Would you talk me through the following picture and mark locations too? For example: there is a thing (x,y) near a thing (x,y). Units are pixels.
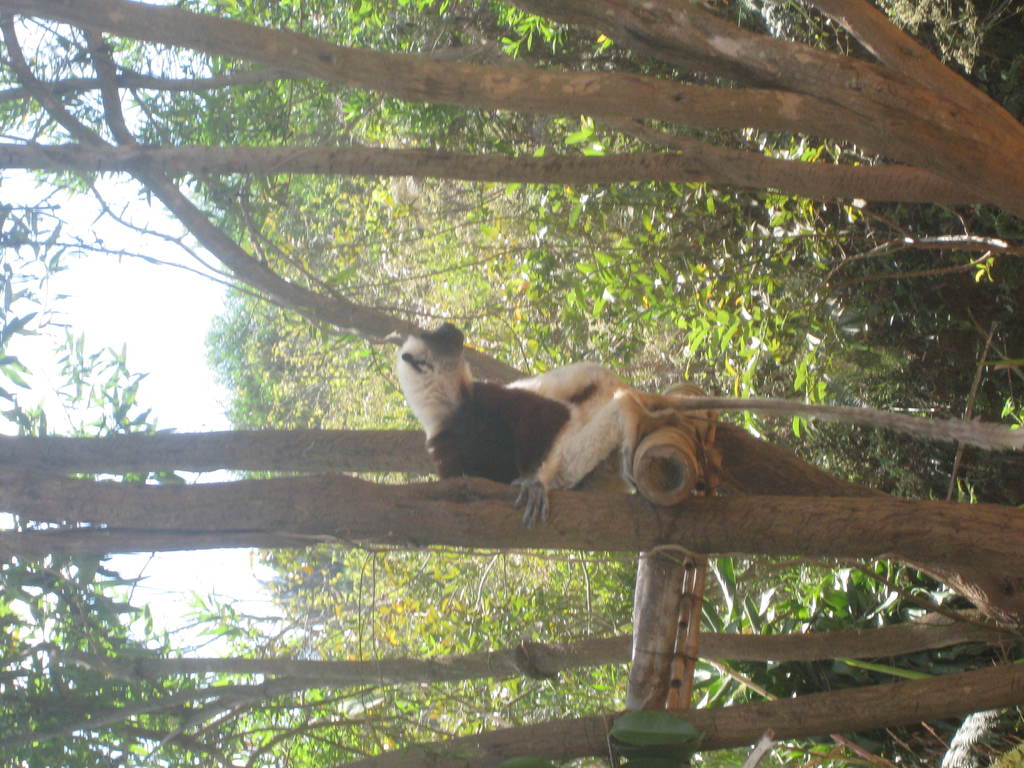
In this picture, we see an animal (524,445) which looks like a monkey (564,415). It has a long tail (947,429). There are trees (742,353) in the background (486,628). On the left side (122,260), we see the sky (177,376). This picture might be clicked in the forest (745,485).
